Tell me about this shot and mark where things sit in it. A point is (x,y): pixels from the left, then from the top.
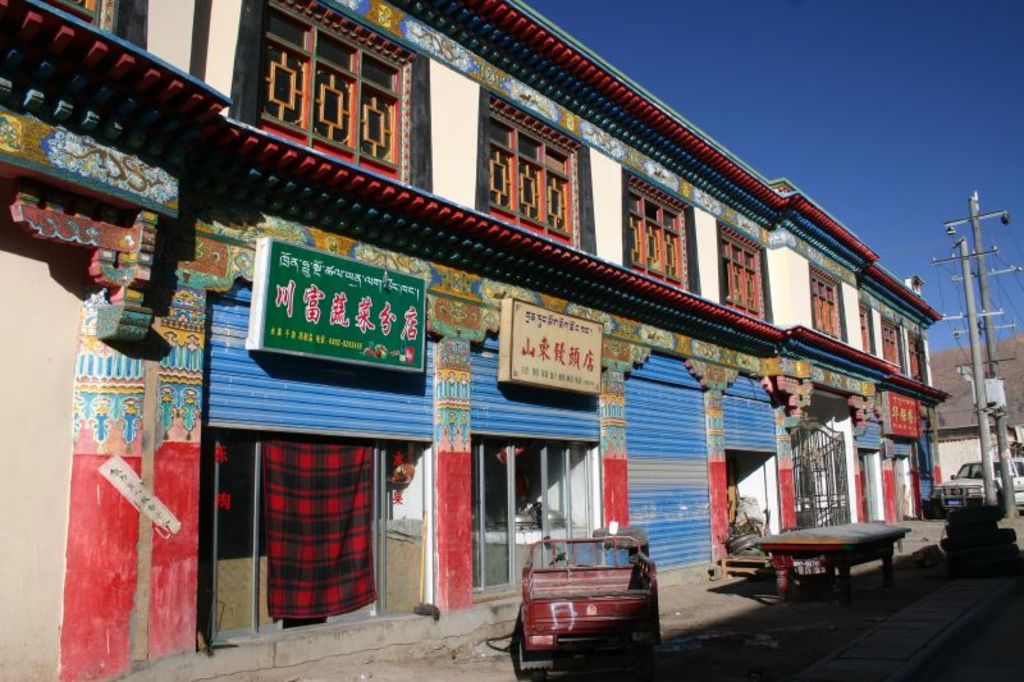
This picture is clicked outside the city (460,463). Here, we see cars (529,641) parked on the road (808,652). Beside that. there are shops (269,465) and buildings (579,196). On top of the shops (643,441), we see boards (342,343) in green and cream color with some text (595,362) written in different language. In the middle of the picture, we see a table (852,528) and beside that, there is a black color gate (826,501). On the right side of the picture (961,226), we see electric poles (994,497). At the top of the picture (882,108), we see the sky (793,118), which is blue in color.
